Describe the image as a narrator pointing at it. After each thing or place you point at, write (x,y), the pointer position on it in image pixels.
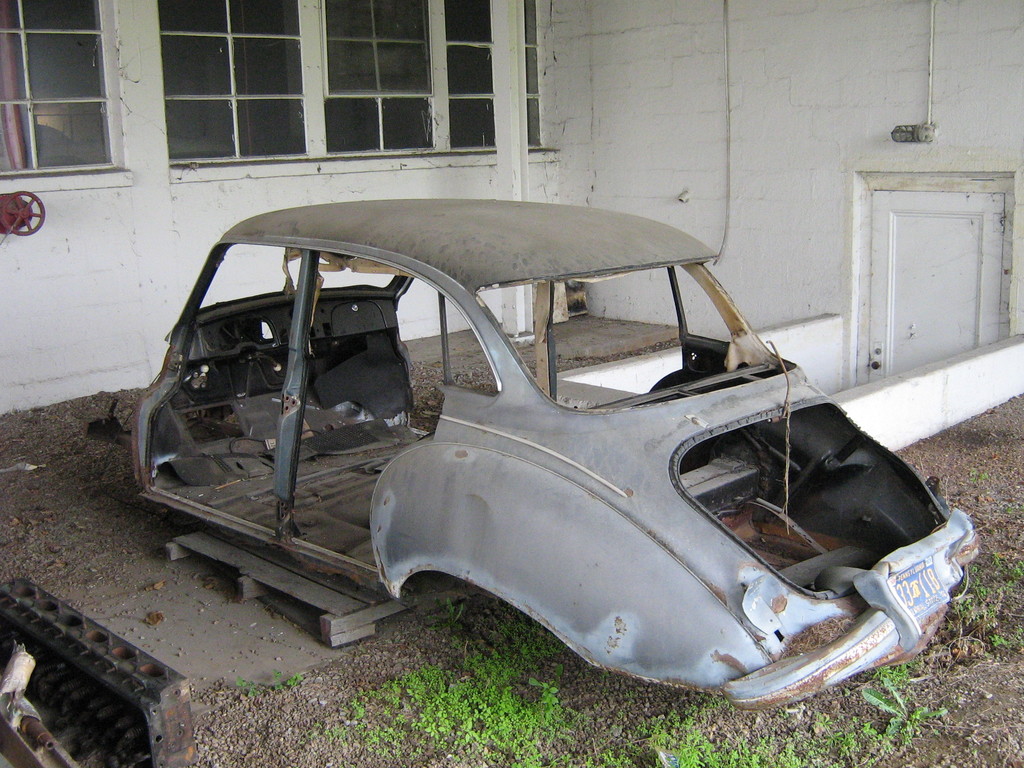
Here we can see vehicle body (505,236) and plants (529,749). Background (131,220) there are glass windows (87,104), wall (539,196) and door (965,287).
